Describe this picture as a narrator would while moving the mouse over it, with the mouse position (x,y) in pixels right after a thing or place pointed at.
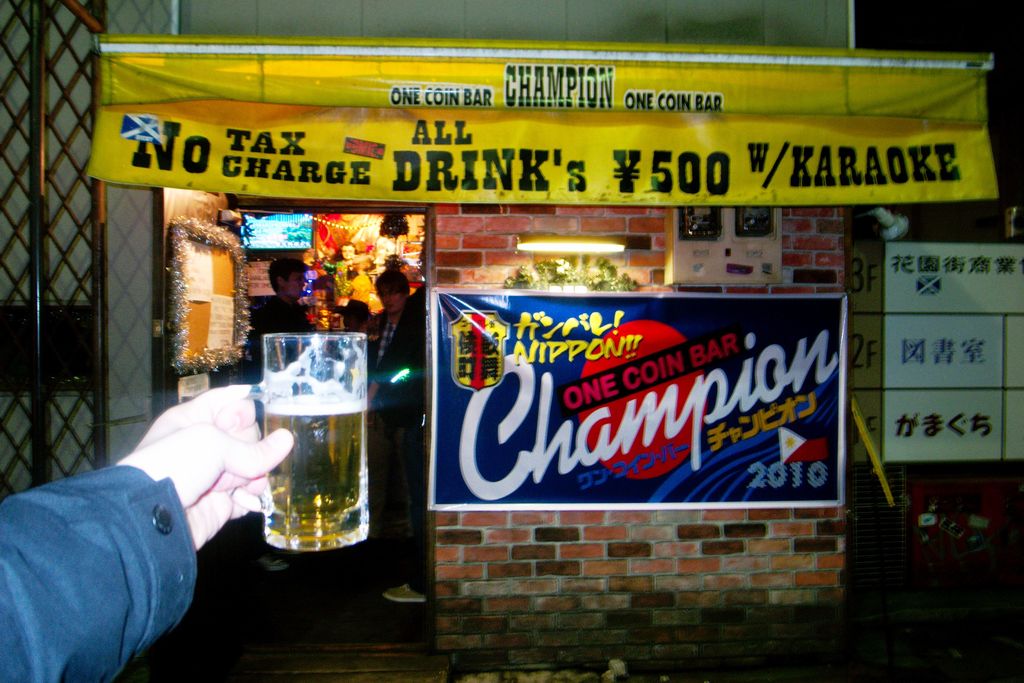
In this image I can see a person hand (228,446) and holding glass (290,361). Back I can see store (550,169) and few people (382,288). Banner (582,159) are attached to the wall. They are in different color. We can see iron pole (39,67).
